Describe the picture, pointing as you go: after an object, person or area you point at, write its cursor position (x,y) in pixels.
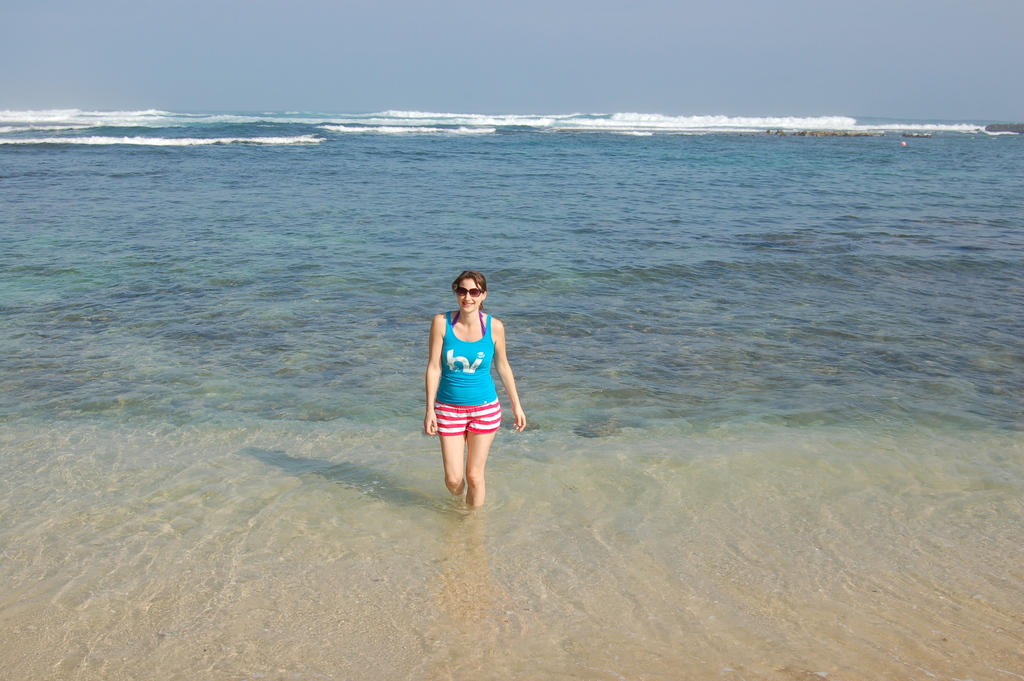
In the middle (475,427) we can see a woman (468,385). The picture consists of a water body (390,189). At the top (575,64) there is sky (550,43).
